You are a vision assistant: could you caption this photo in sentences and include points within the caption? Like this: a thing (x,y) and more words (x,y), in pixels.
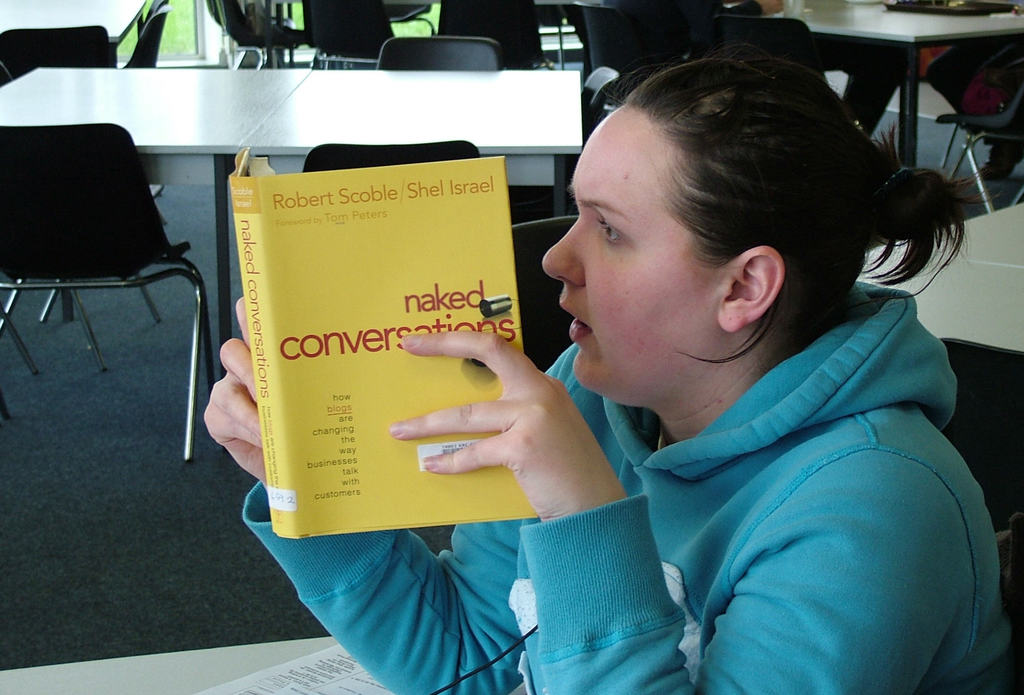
In the picture we can see a woman (511,563) sitting on the chair (972,346) near the table (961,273) and looking into the book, holding it and beside her we can see some tables (129,96) and chairs (993,433).
